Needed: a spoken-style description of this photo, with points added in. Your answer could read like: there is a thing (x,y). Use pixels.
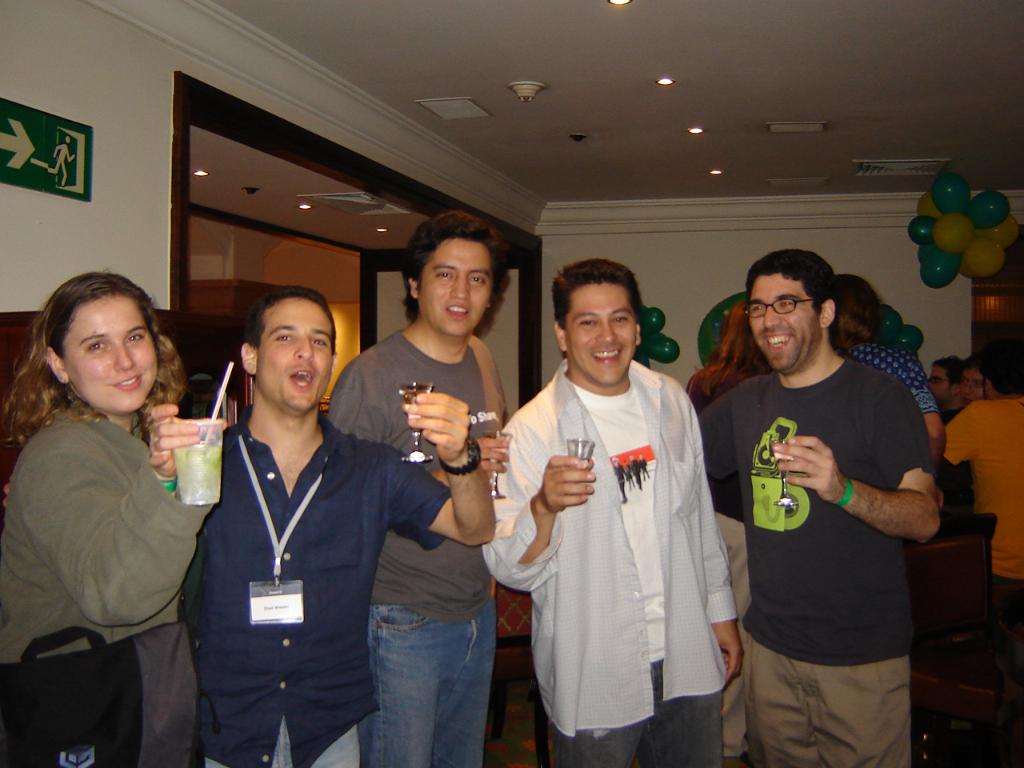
In the center of the image (603,281) there are people (789,729) standing holding glasses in their hands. In the background of the image (681,274) there is wall (890,260). There are balloons (641,314). At the top of the image (642,168) there is ceiling (409,6) with lights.
